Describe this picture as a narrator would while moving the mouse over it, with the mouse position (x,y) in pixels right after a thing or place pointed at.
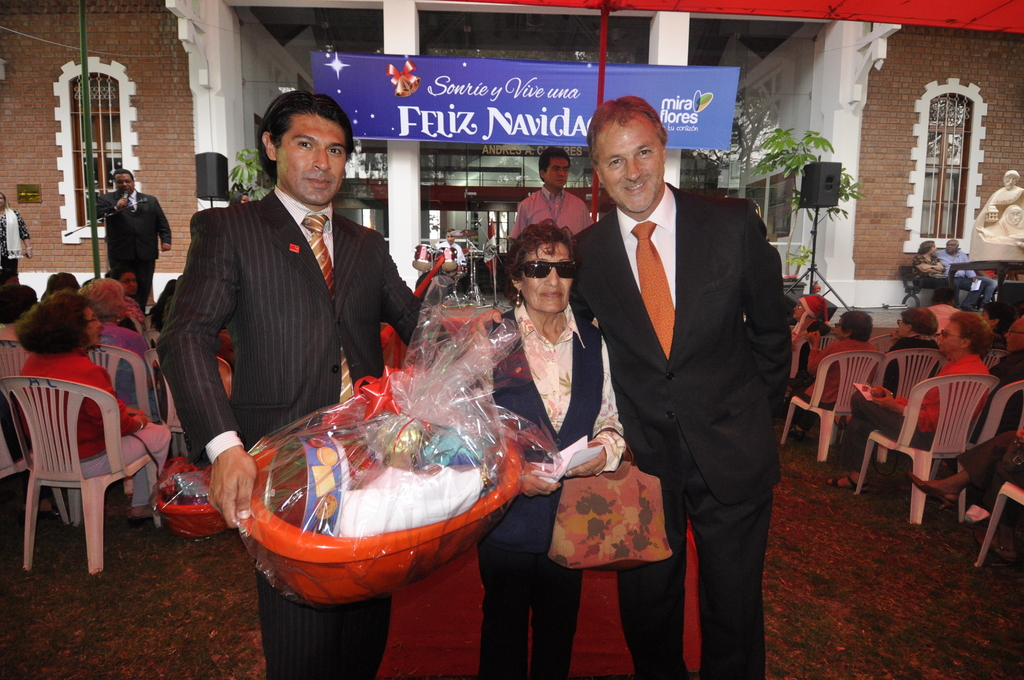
In this picture 3 persons (724,316) are highlighted. This person (348,238) in black suit (303,287) holding a basket (291,483) with a cover wrap (360,475). This woman (568,631) wore goggles (538,274), holding a paper (577,448) and carrying a bag (632,503). This man (697,234) wore black suit (708,241), black trouser (745,564). A group of people (106,326) are sitting on chairs (89,391). This is a building (97,41) with brick walls (141,60) and there is a window (100,106). The man (149,238) in black suit (140,253) is holding mic (124,194). Sound box (204,183). Plants (791,143) are in green color. Pillars (400,201) are in white color. This banner (416,132) is attached with this 2 pillars (384,36). Musical instrument (428,260). Sculpture (1009,213). These 2 persons (963,254) are sitting on a chair (911,280).
